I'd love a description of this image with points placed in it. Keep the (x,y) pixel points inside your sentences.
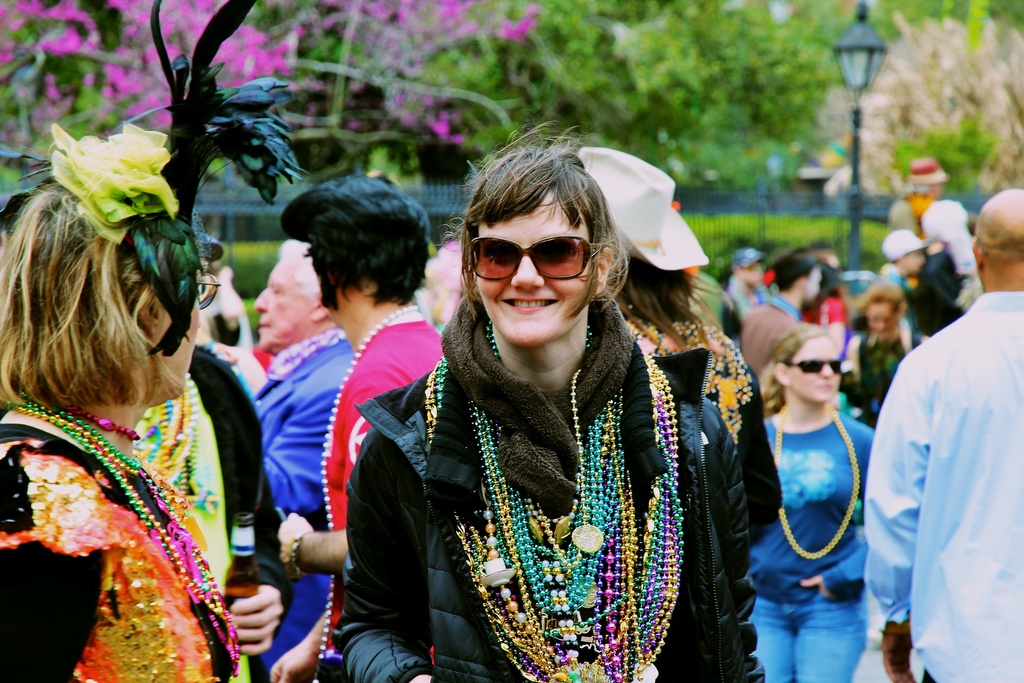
In this image there are a group of people (566,426), in the foreground (258,431) there are some persons (204,386) who are wearing some costumes (185,324) and they are wearing goggles (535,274). And in the background (970,147) there is a fence (834,215), pole (855,170), light (866,79), trees (866,99) and some plants (819,229).
